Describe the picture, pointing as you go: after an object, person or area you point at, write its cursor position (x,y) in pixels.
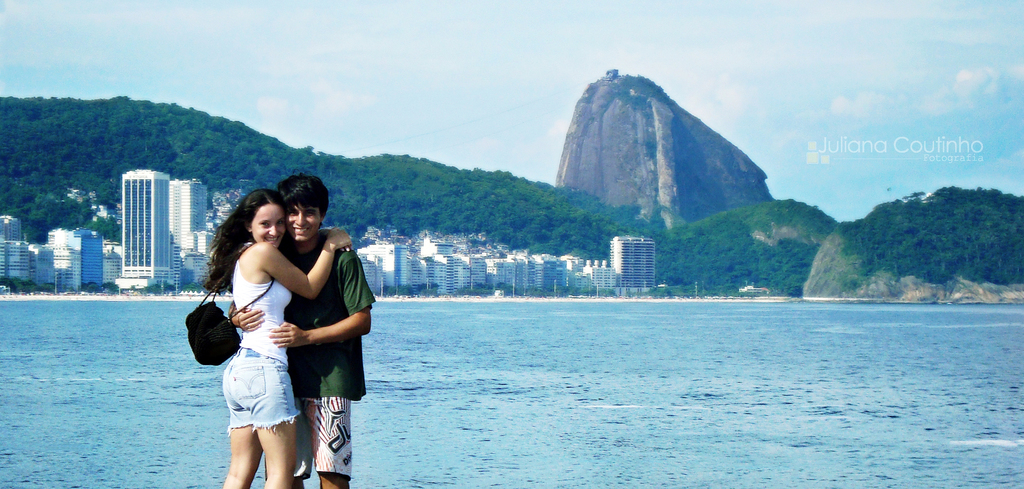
Here in this picture we can see a couple (251,289) standing over a place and the woman (281,409) on the left side (281,409) is having bag (229,350) on her and both are smiling and behind them we can see water (463,342) present all over there and in the far we can see buildings (128,229) present and we can also see trees (166,153) and plants (363,218) and rocks (700,207) that are covered with plants (930,220) and we can also see clouds (433,96) in the sky (438,109).
